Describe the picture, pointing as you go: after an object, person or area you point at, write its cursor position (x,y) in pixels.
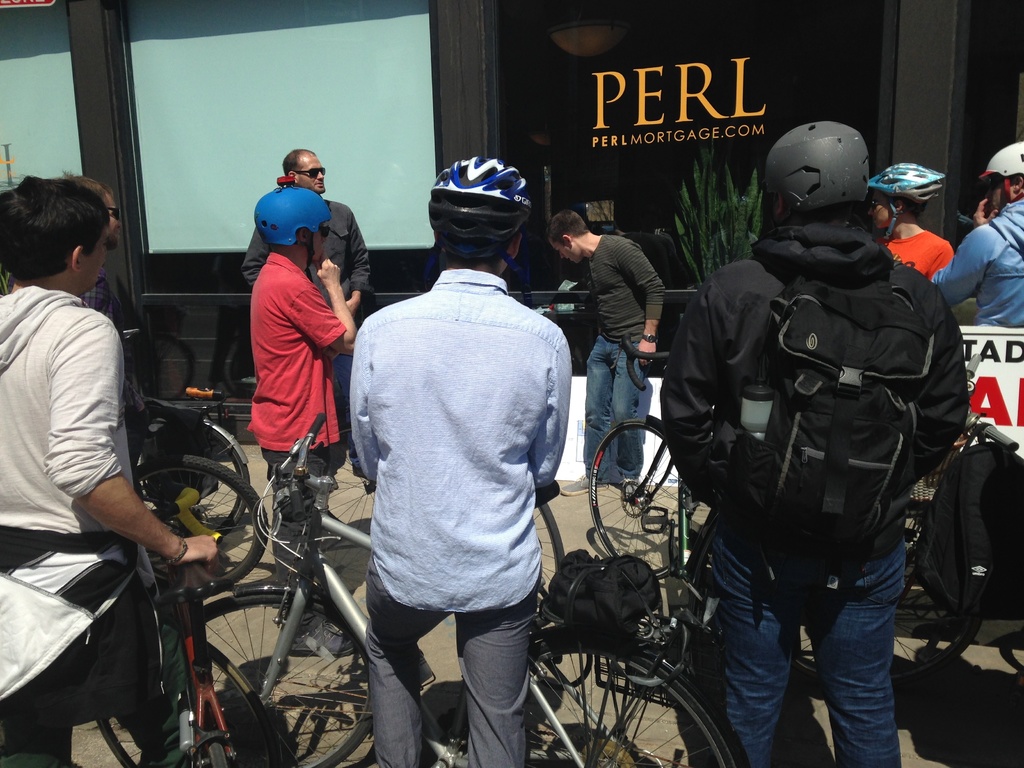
This image is clicked outside. There are so many people (11,443) in this image. Some of them are holding bicycle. Some of them have bags (897,389), some of them have helmets (900,166). There is p e r l written on the top (658,94).
